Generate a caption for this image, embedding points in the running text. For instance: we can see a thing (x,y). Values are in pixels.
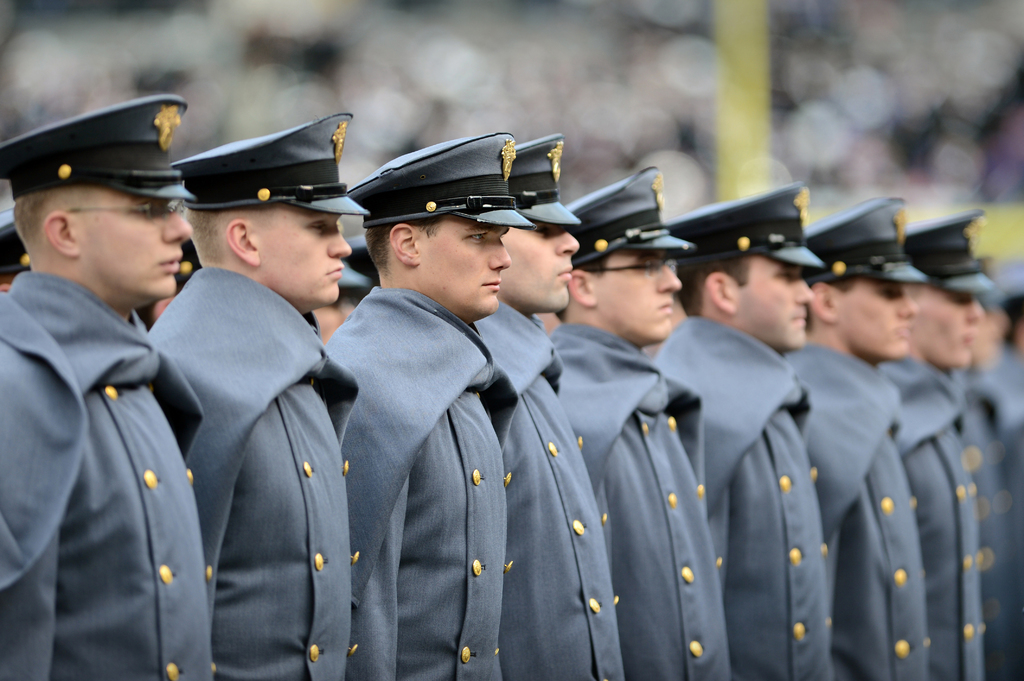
In this image we can see some people (538,597) standing and wearing the uniform (283,306) and caps (847,245) and in the background (894,63) the image is blurred.
